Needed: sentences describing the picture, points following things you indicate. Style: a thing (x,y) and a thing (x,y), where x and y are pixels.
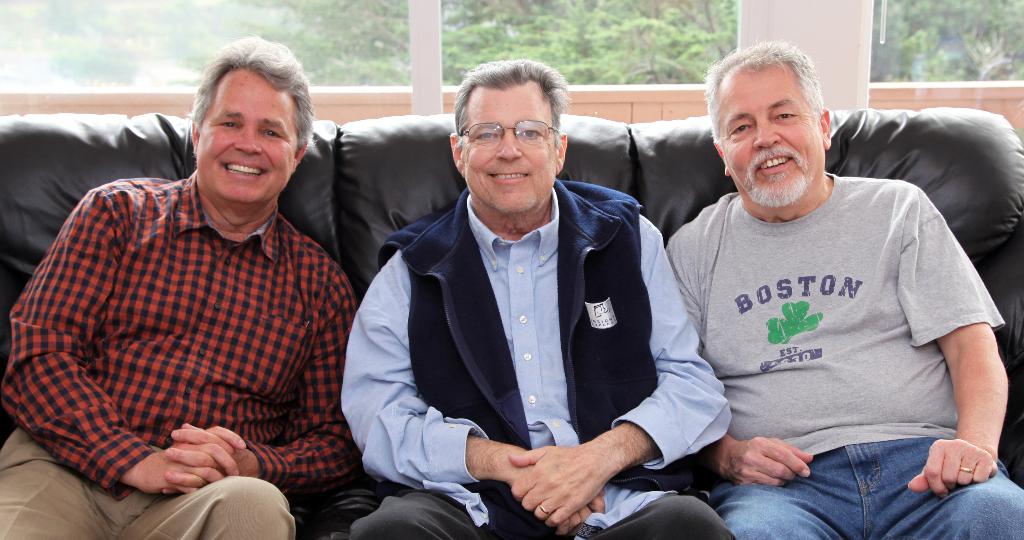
In front of the image there are three people (523,225) sitting on the sofa (21,268) and they are having a smile on their faces (533,146). Behind them there are glass windows (358,58) through which we can see trees (380,54).
